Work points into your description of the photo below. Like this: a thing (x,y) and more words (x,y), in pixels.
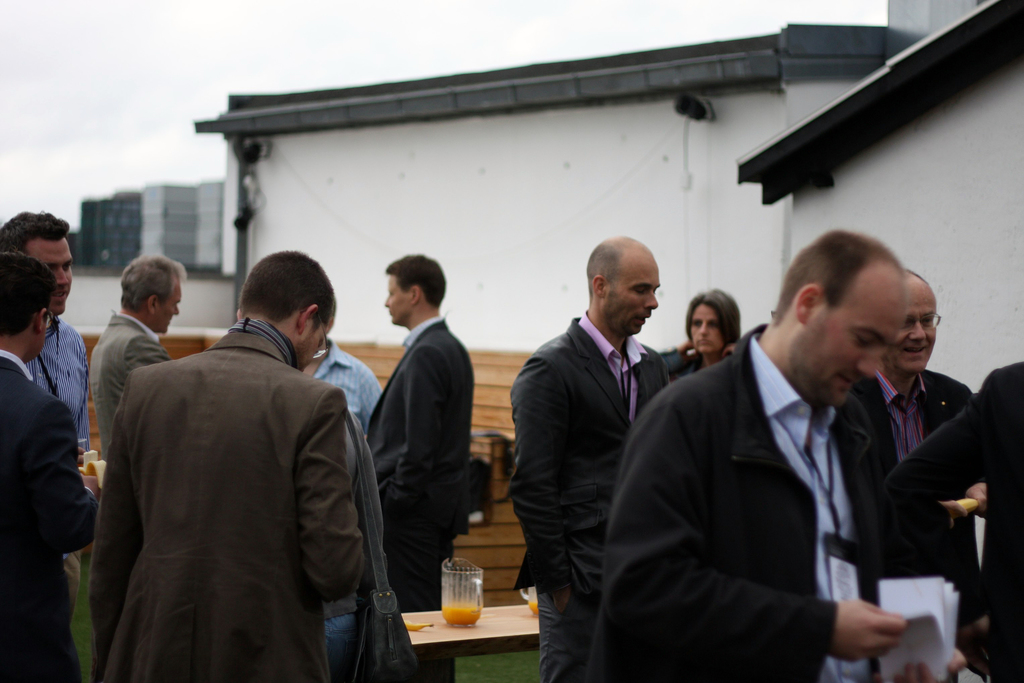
This picture shows few people (872,538) standing and a man (837,605) holding papers (934,618) in his hands (862,639) and another man (76,481) holding a banana (101,478) and we see another man (68,416) holding a glass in his hand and we see a banana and a jug (458,592) and glass (529,604) on the table (525,618) and i can see buildings (907,79) and a cloudy Sky (569,44).
